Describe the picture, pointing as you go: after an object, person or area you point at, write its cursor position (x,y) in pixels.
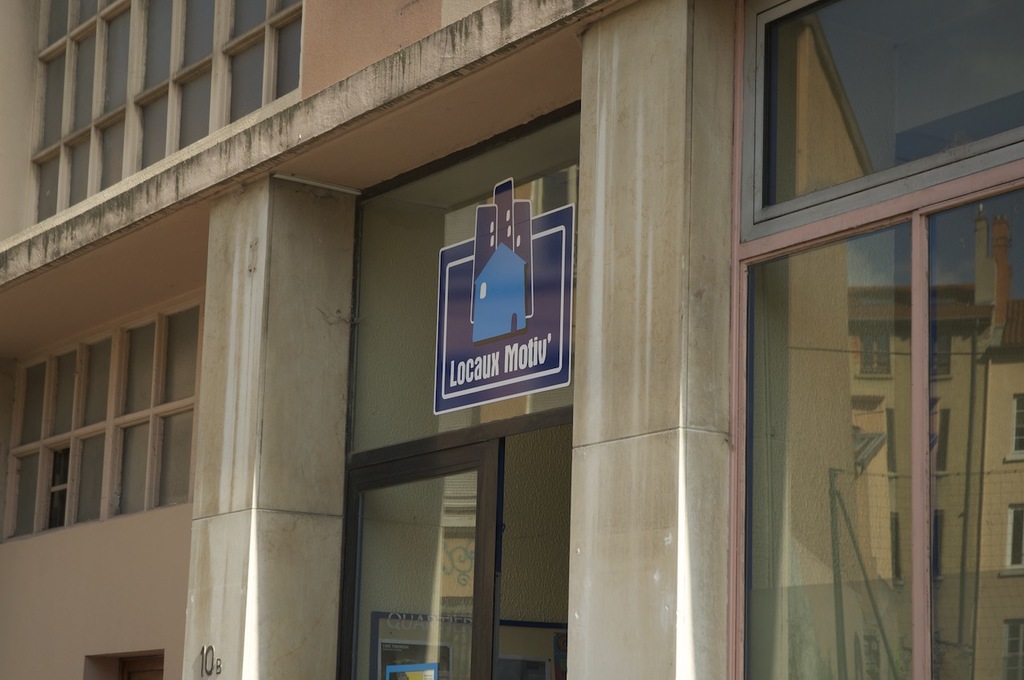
In this image I can see a building (400,414), windows (383,442), door (352,519) and a board (482,354). This image is taken, may be during a day.
